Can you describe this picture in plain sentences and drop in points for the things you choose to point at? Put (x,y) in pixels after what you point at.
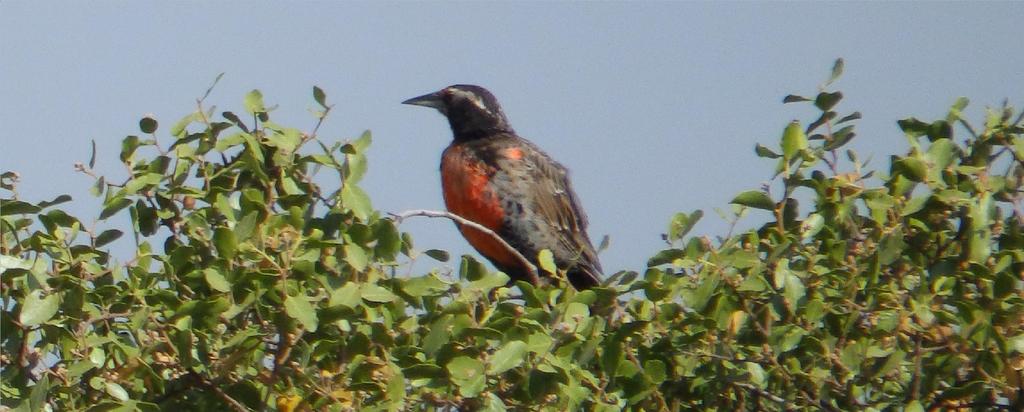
In this image we can see a bird (464,177) on the tree (779,323). There is the sky (502,40) at the top of the image (152,66).
